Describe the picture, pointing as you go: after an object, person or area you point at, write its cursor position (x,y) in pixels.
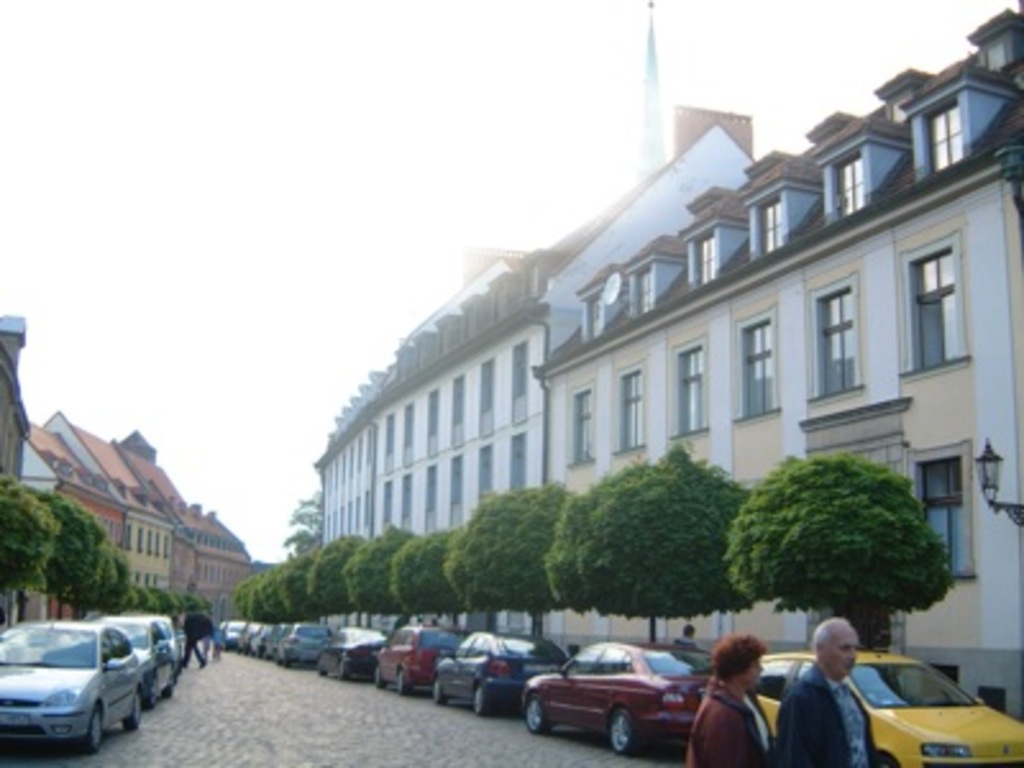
In this picture we can see some people (725,741) walking on the path (344,724). On the left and right side of the people (698,751) there are vehicles (149,640), trees (108,566), buildings (407,435) and on the building (903,449) there is a light (997,482). Behind the buildings (973,463) there is the sky (307,221).
